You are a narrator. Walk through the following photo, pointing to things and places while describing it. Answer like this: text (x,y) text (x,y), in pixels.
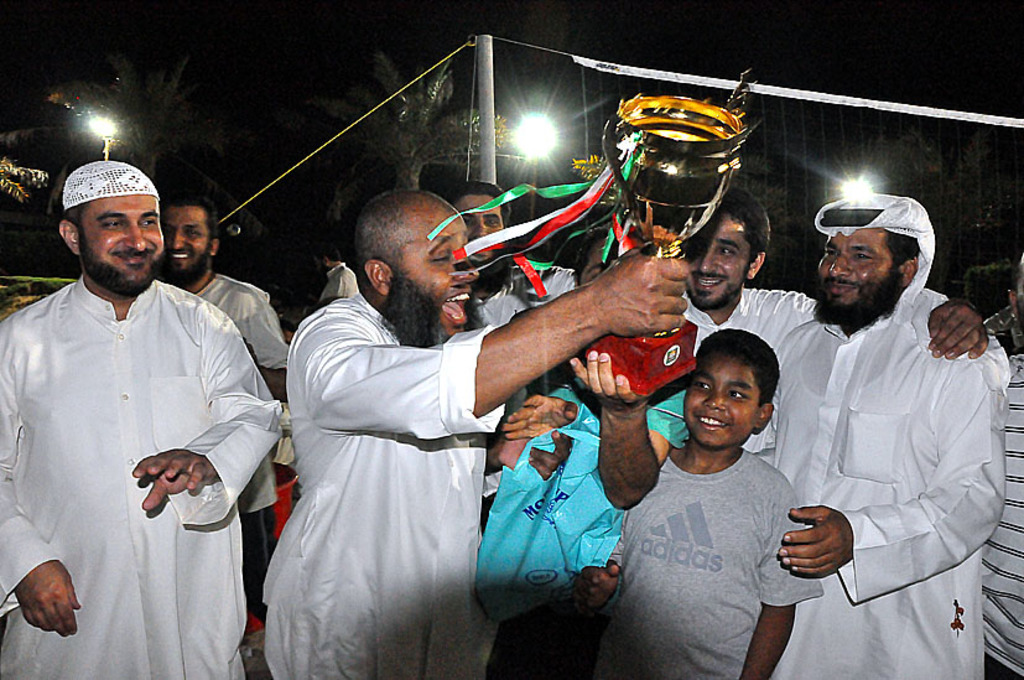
In this picture there is a man (349,439) standing and holding the object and there are group of people (496,317) standing and smiling. At the back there are trees (945,223) and there is a net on the pole (493,158). At the top (772,83) there is sky (750,37).
